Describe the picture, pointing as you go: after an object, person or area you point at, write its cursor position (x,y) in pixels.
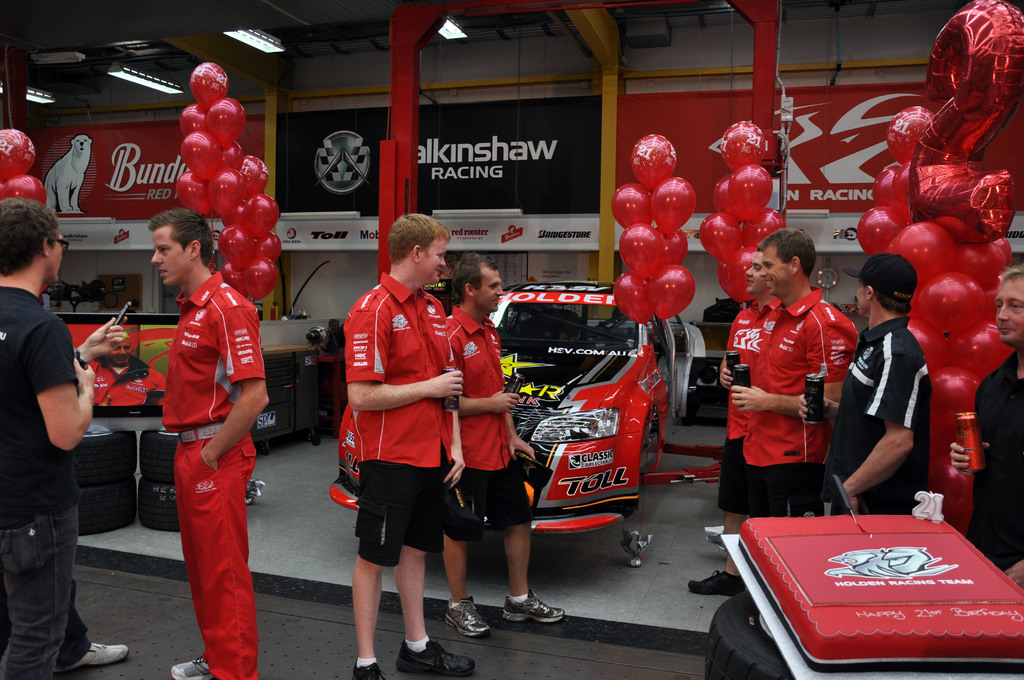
In this image I can see few people (395,296) are standing and I can see most of them are wearing red colour dress (190,556). In the front (1002,648) I can see a red colour thing (972,653) and in the background (616,510) I can see a car (539,300), number of red colour balloons (749,184), few boards (427,158) and on these boards (55,127) I can see something is written. On the top left side of this image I can see few lights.
